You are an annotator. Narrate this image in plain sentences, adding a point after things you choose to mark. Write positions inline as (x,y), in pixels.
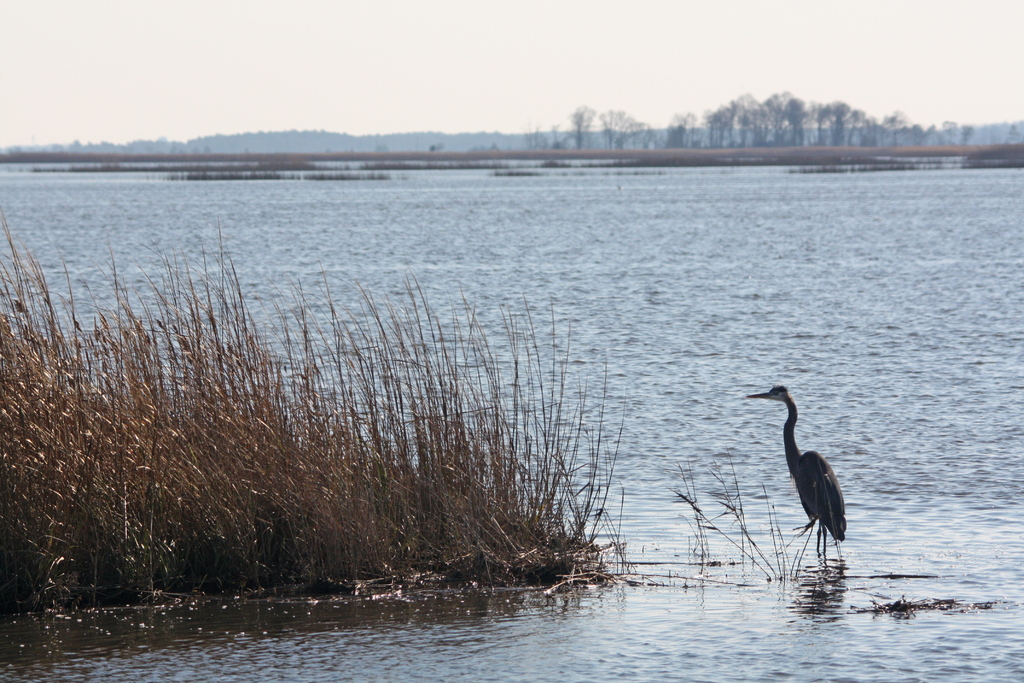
In this image we can see a bird (842,526) in the water (756,460), there are some plants (334,490), trees (695,142) and mountains (249,137), in the background (147,101) we can see the sky (150,100).
